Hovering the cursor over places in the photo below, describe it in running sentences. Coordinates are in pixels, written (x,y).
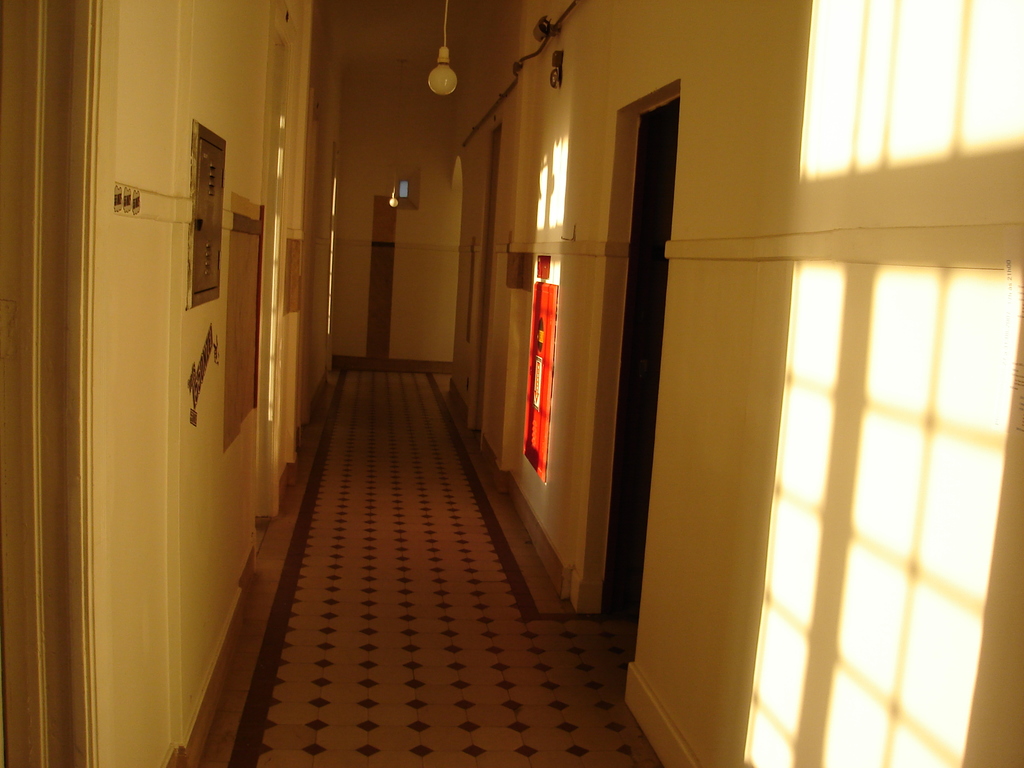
In this image we can see few lights (447,76) hanging from the roof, there we can see a few wires (526,53), few doors (379,349), a cc camera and the shadow (825,514) of the windows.
